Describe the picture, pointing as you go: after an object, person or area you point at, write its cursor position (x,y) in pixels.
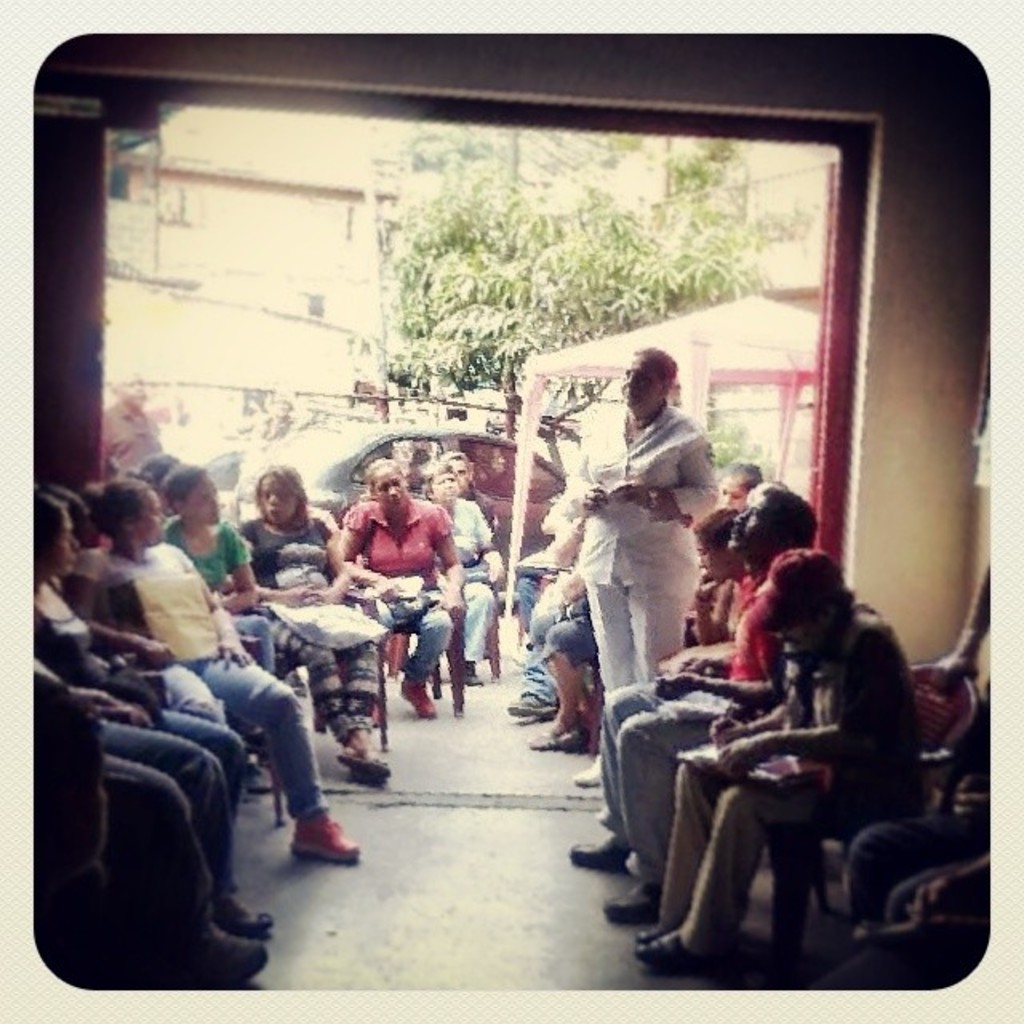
In this image I can see the group of people (242,698) with different color dresses (350,650). I can see few people (216,680) are sitting on the chairs (492,653) and few people (600,580) are standing. In the background (511,518) I can see the tree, vehicle (335,497) and the building (199,383).
